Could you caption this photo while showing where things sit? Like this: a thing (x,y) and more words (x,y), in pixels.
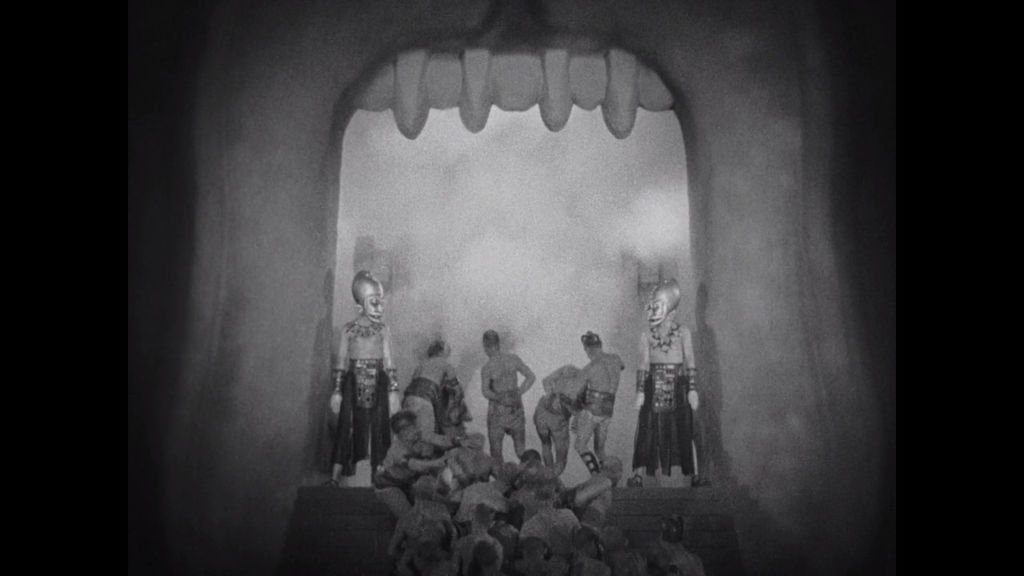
It is a black and white image. In this image there are few people (487,393) performing in a play.
